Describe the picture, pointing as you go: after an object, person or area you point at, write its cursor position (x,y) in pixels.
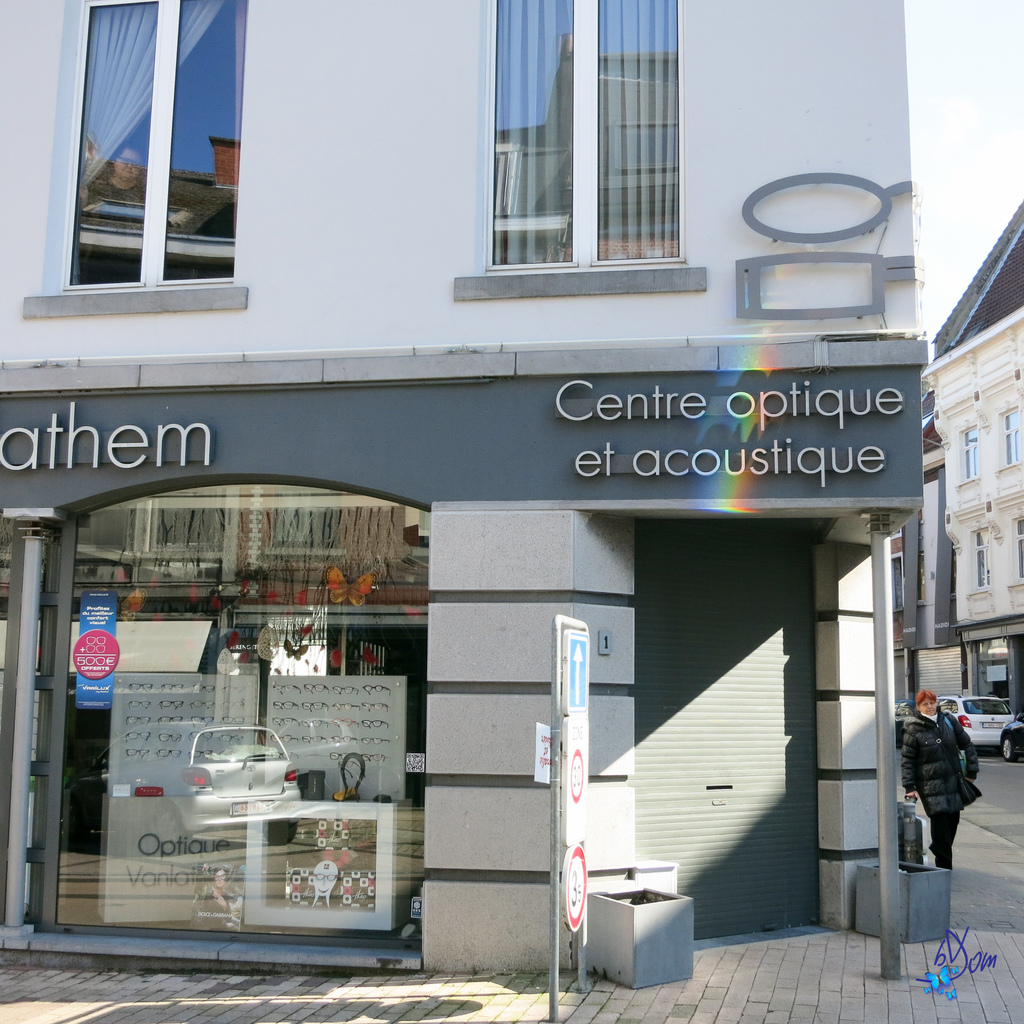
In the image in the center (613,605) we can see buildings (853,751), poles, windows (527,190), sign boards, banners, boxes (612,902), few vehicles (261,754), shutters (743,715), spectacles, glass (242,754), road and one person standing and holding some object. In the background (953,43) we can see the sky (972,66) and clouds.
